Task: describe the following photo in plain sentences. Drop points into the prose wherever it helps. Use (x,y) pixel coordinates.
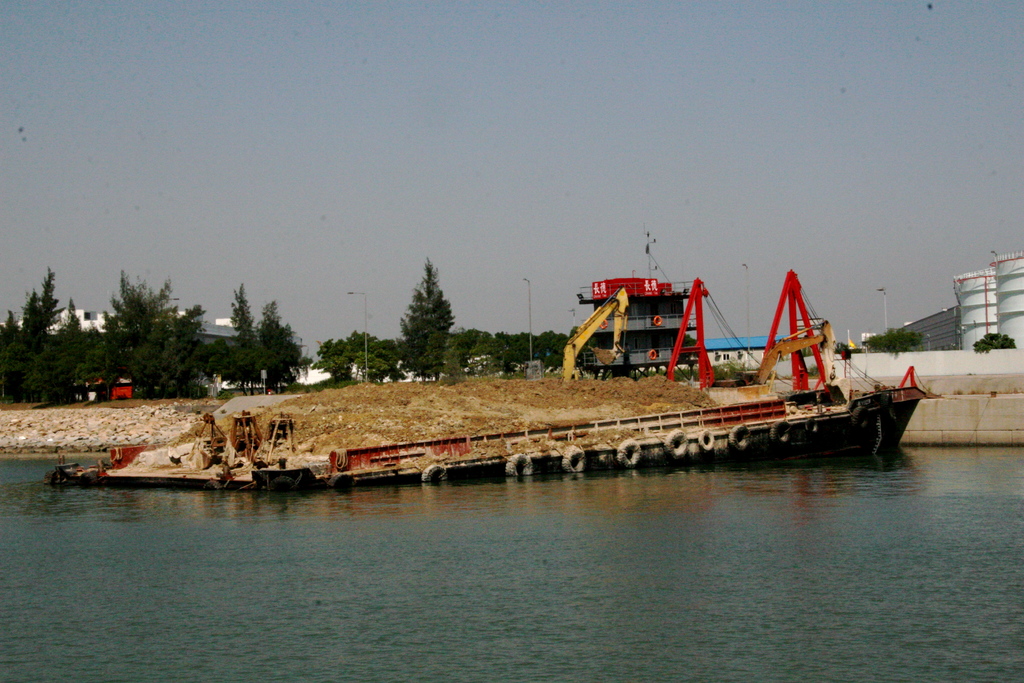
In this image there is a boat (660,453) in the water (619,534), there are few cranes (595,318), few trees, buildings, streetlights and the sky (621,202).
